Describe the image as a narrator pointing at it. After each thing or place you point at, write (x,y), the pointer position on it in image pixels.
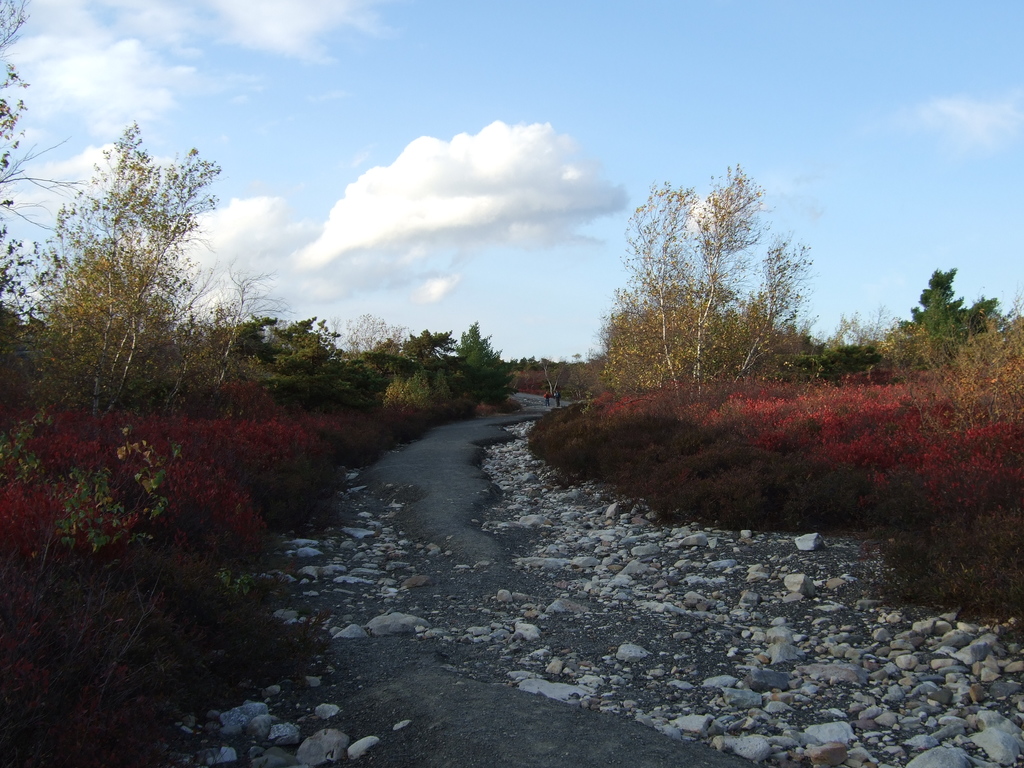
This image consists of a path (481,419) or road (474,595) along with rocks (517,675). To the left (324,400) and right, there are plants (302,414) and trees (734,357). Some plants (719,426) are in red color. To the top (432,77), there are clouds (366,170) in the sky (338,287).
